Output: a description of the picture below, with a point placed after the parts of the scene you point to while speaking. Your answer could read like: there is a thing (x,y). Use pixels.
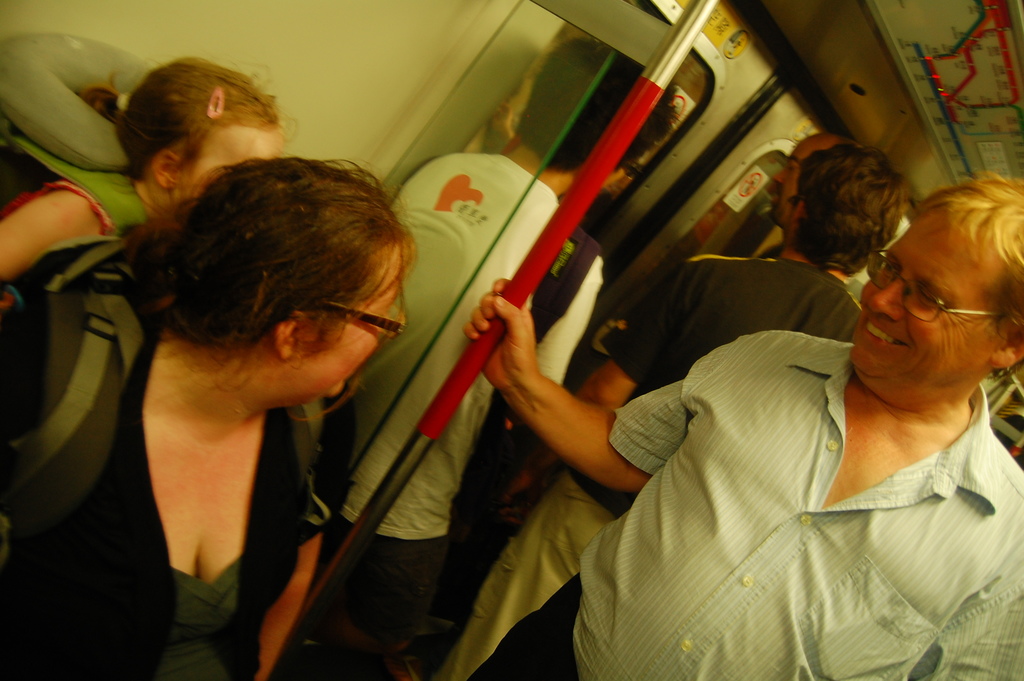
In the image on the left side (282,444) we can see two persons (111,502) are standing and they are wearing backpacks (73,360). On the right side (701,516), we can see one man (762,502) standing and he is smiling. In the background (611,100) there is a wall (341,82), roof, door (727,169), pole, glass (556,123) and few people (600,277) are standing.
